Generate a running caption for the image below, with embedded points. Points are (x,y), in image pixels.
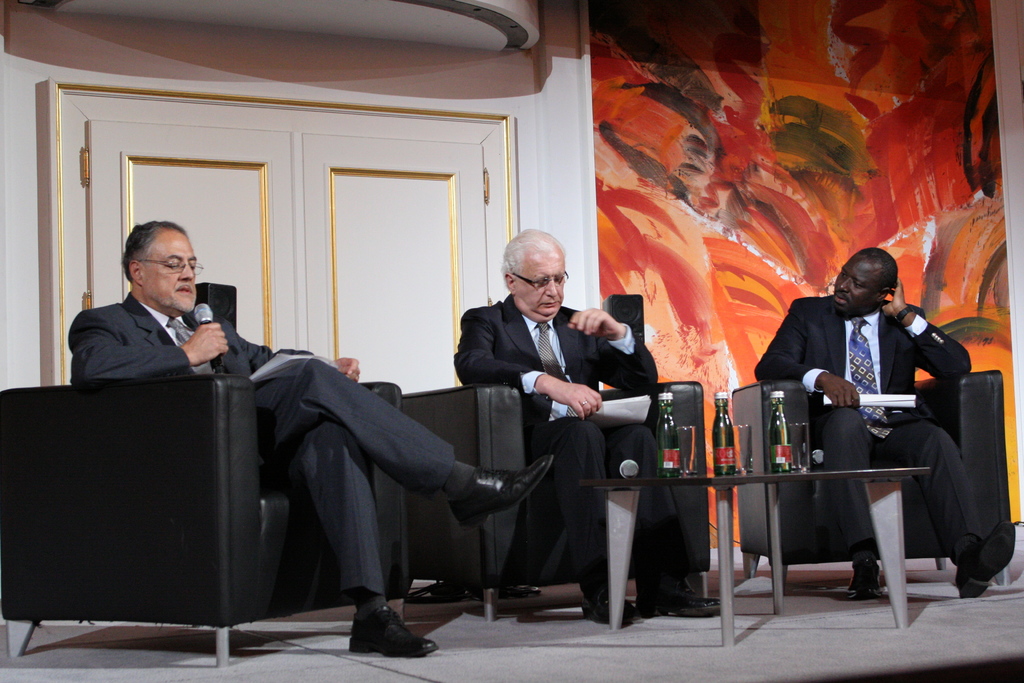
In this picture there is an old man (582,403) who is wearing spectacle (521,275), suit (530,358) and shoes (623,618). He is holding the papers (608,411) and sitting on the couch (521,436). On the left (151,272) there is another man (194,288) who is holding a mic (209,318) and he is sitting near to the table (776,525). On the table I can see the water bottles (781,465), mic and water glasses (746,461). On the right (869,357) there is another man (846,399) who is wearing suit (815,348), watch (901,316), trouser (860,444) and shoes (968,563). He is also sitting on the couch (939,409) and holding the papers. In the back (692,264) I can see the painting poster (728,187) which is placed on the wall (557,204), beside that I can see the door (326,246).
